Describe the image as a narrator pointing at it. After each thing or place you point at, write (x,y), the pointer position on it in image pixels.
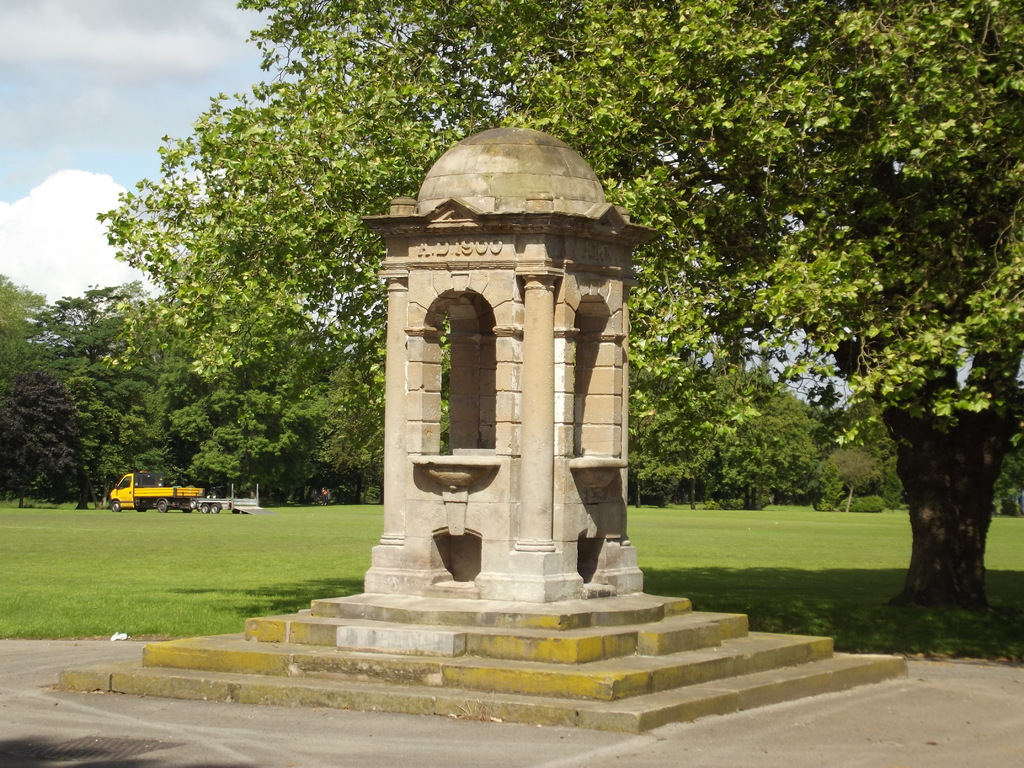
In this image we can see the memorial (505,342). On the top of the image (344,76) we can see tree (316,87) and the sky (133,139). On the left side of the image (113,496) we can see a vehicle (135,476).
